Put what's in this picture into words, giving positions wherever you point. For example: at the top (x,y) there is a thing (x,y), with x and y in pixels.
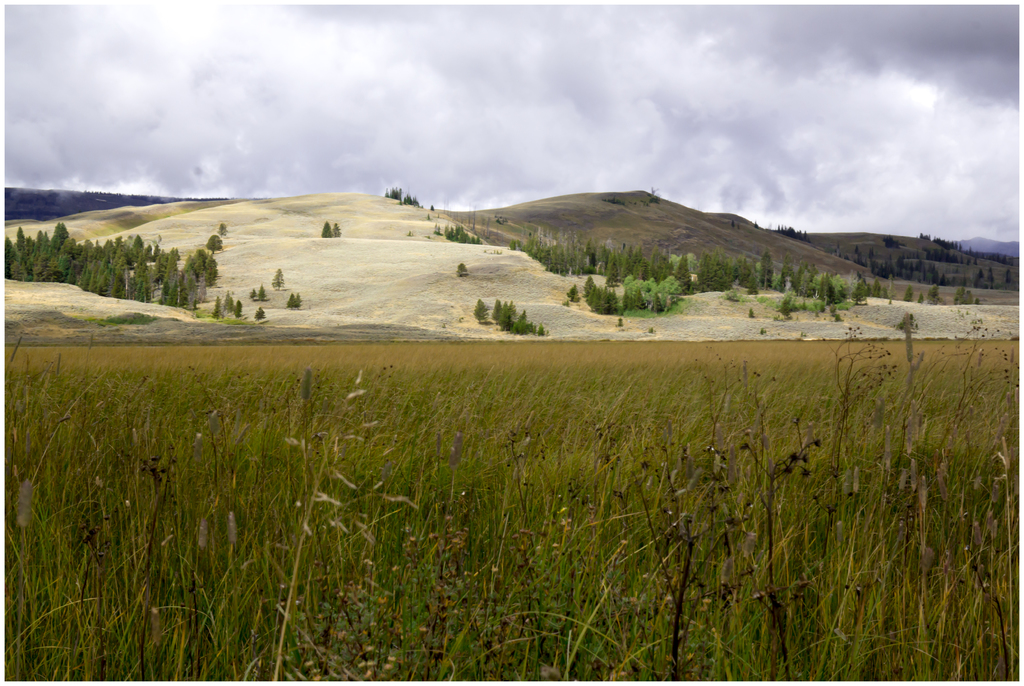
In this picture in the front (560,391) there are dry plants (523,433). In the background (379,326) there are trees (628,301) and there are mountains (714,221) and the sky (420,178) is cloudy.
